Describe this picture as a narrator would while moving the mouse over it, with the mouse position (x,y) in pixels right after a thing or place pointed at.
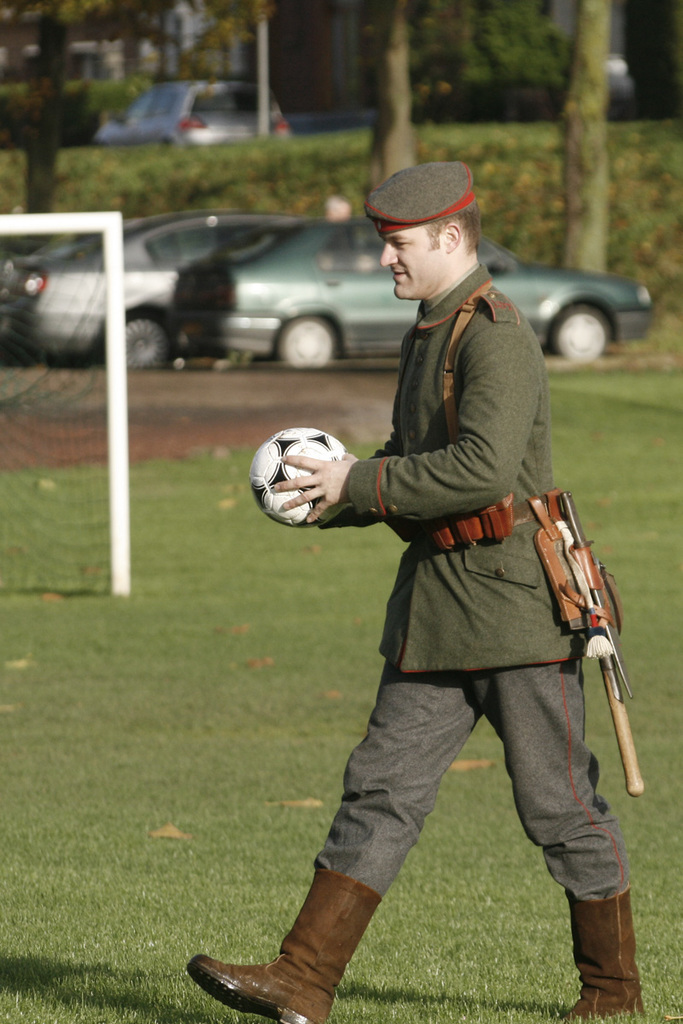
In this picture we can see a man (461,513), he wore a cap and he is holding a ball (339,450), beside to him we can see a net (95,240) and metal rods (102,216), in the background (78,267) we can find few cars (209,244) and trees (508,91), and he is walking on the grass (209,795).
